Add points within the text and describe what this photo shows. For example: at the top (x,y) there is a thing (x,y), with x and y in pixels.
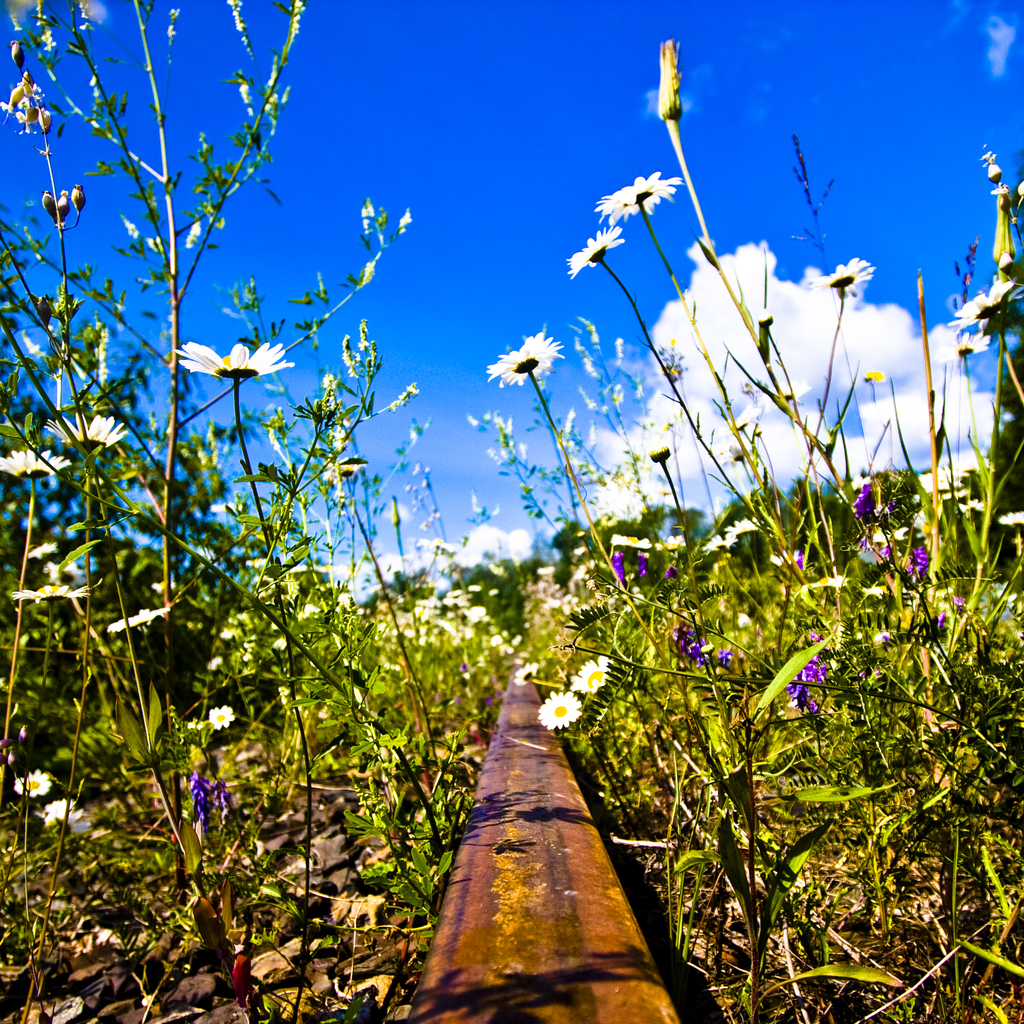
In the image I can see some plants (211,215) to which there are some flowers (264,354) and also I can see the cloudy sky (579,326).
